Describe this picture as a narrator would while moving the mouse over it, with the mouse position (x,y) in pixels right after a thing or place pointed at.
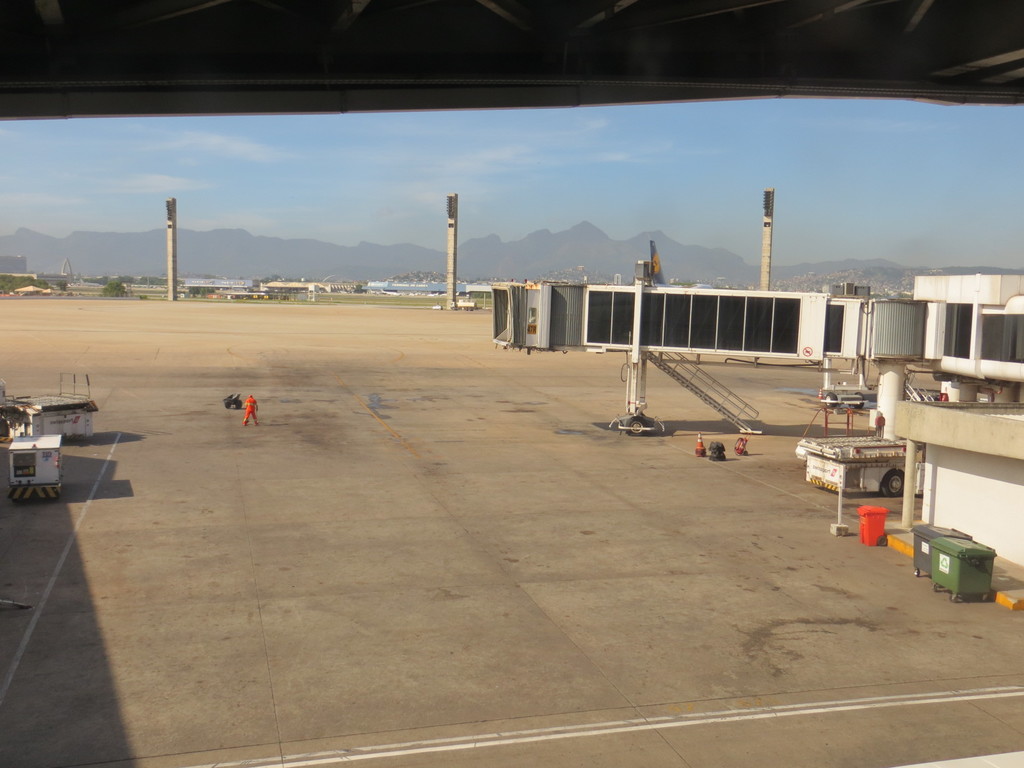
This is an inside view of an airport terminal (612,338), in this image there is a person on the runway (217,443), around the person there are a few objects (700,452), behind the person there are pillars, in the background of the image (337,276) there are mountains (681,276).
